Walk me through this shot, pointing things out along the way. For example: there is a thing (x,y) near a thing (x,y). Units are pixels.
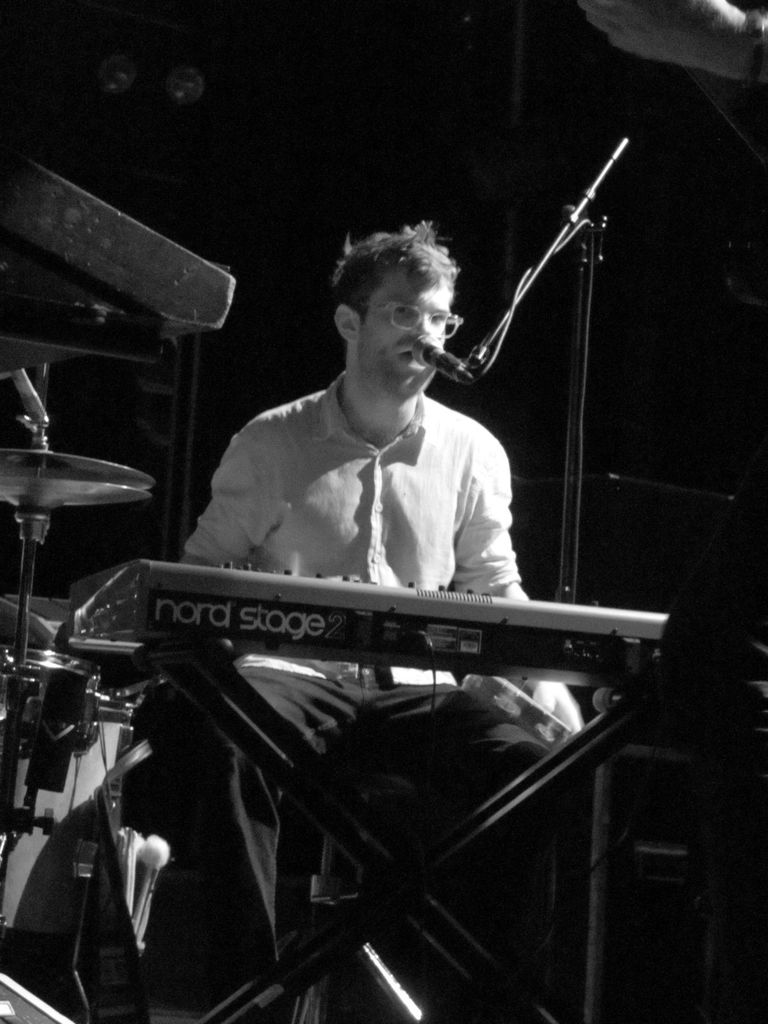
In this image I can see the person (363,507) sitting in-front of the music system (391,649) and the mic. To the side I can see the drum set (72,680). And there is a black background (332,271).
